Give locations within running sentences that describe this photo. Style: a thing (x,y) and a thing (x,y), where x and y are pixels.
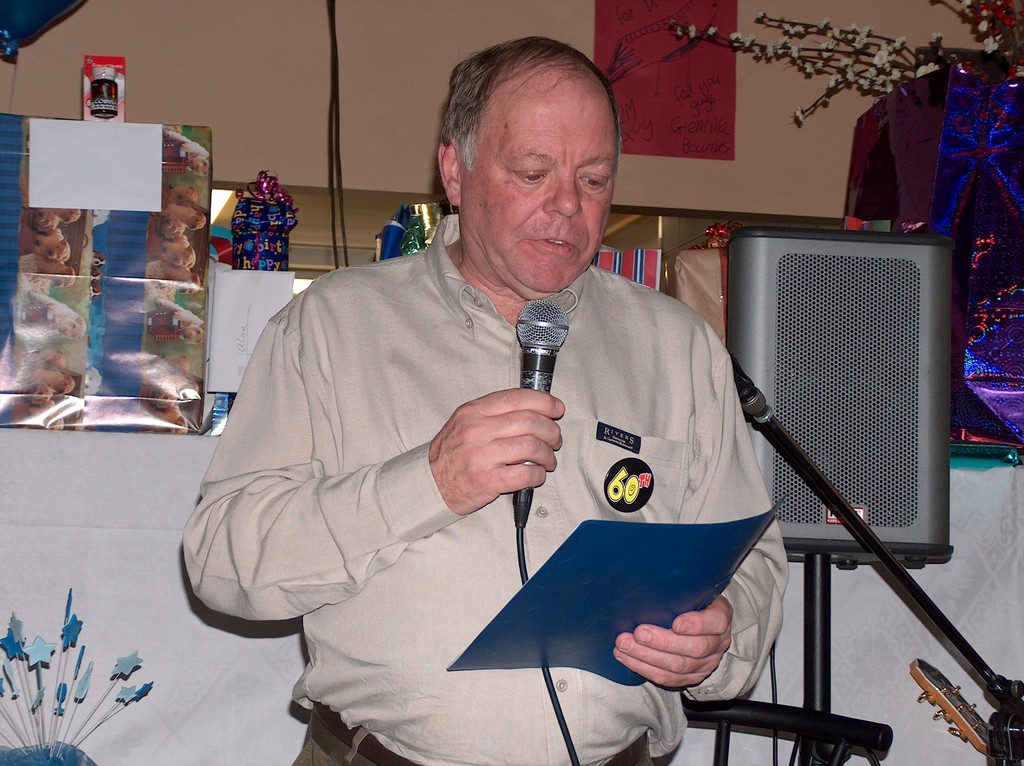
In this image a person (481,445) is standing and holding a mike (548,387) with one hand (522,424) and holding a file (614,595) with other hand (705,641). Beside to him there is a sound speaker (800,533) attached to the stand (813,698). Behind him there are few gift packs (82,309) are on the table (81,476) which is covered with cloth (165,523). Right top there are few flowers (899,67). Right bottom there is a guitar (916,670), beside there is a mike stand (1016,713).
